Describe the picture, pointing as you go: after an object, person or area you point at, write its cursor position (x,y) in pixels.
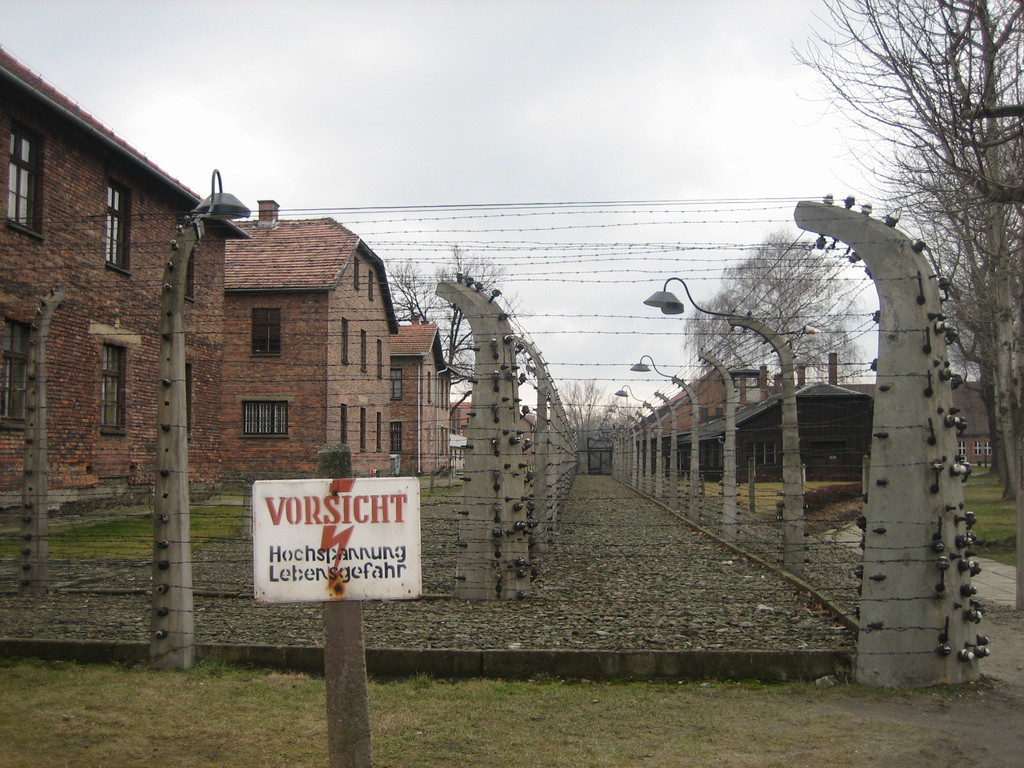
In this image I can see the board (407,522) in white color. In the background (374,331) I can see few lights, few houses (331,321) in brown color and I can also see few glass windows (390,373), dried trees (1016,198) and the sky (482,93) is in white color.
